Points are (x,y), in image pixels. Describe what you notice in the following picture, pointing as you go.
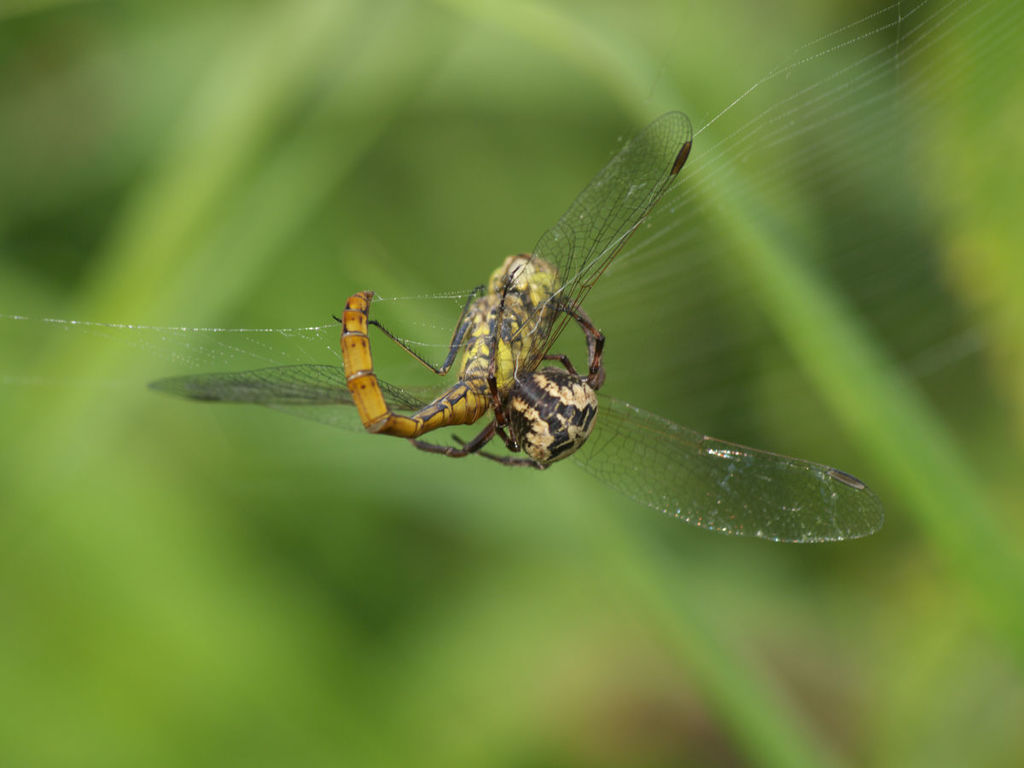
In the center of the image (550,334) there is a insect (467,413). The background of the image (60,341) is blur.
